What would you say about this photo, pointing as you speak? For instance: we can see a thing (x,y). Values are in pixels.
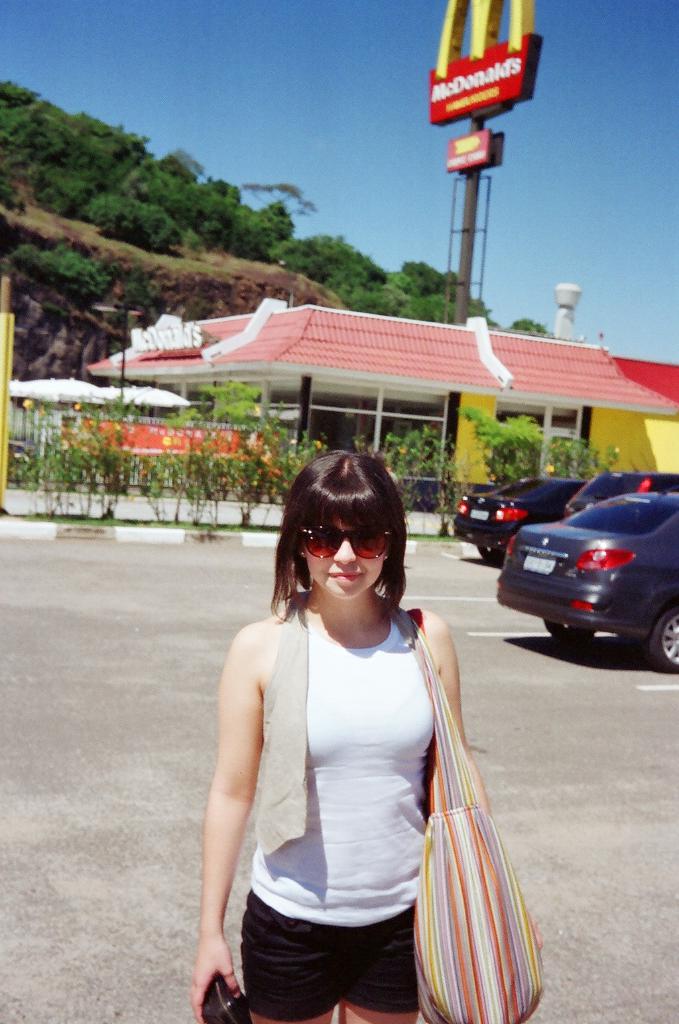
In this picture there is a girl (292,948) in the center of the image (379,475) and there are cars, umbrellas (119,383), and a mcdonalds store (317,410) in the background area of the image (393,364), there is greenery (142,295) in the image.
